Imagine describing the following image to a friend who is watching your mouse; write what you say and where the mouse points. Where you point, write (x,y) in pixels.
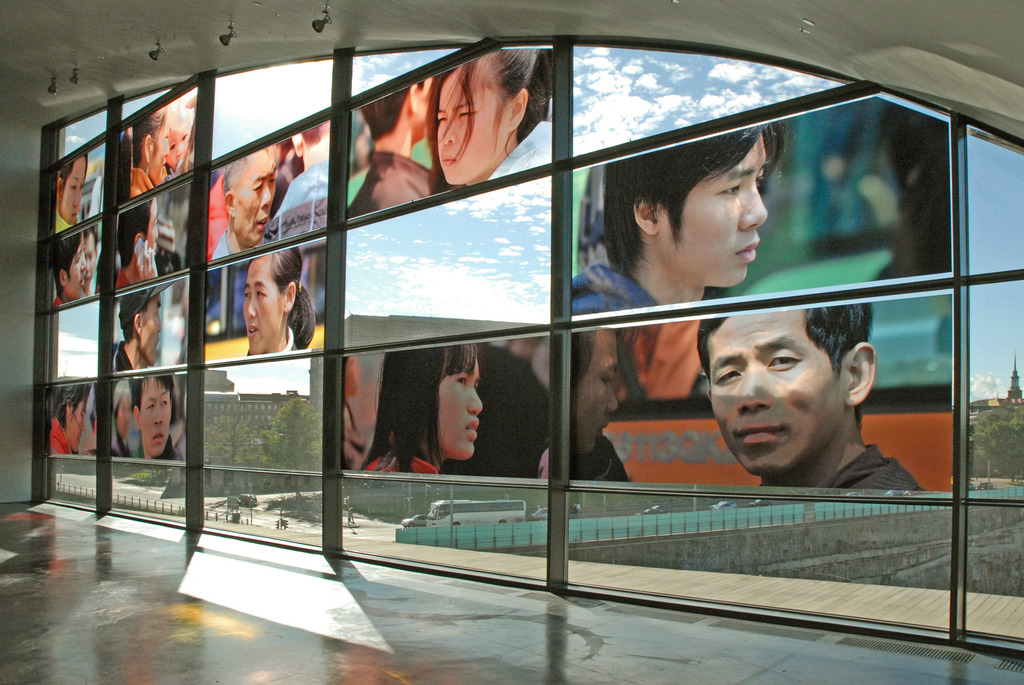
There are some posters (134,253) are attached on a glass window (522,285) as we can see in the middle of this image (439,230). We can see there are some vehicles (470,521) at the bottom of this image (488,507).
